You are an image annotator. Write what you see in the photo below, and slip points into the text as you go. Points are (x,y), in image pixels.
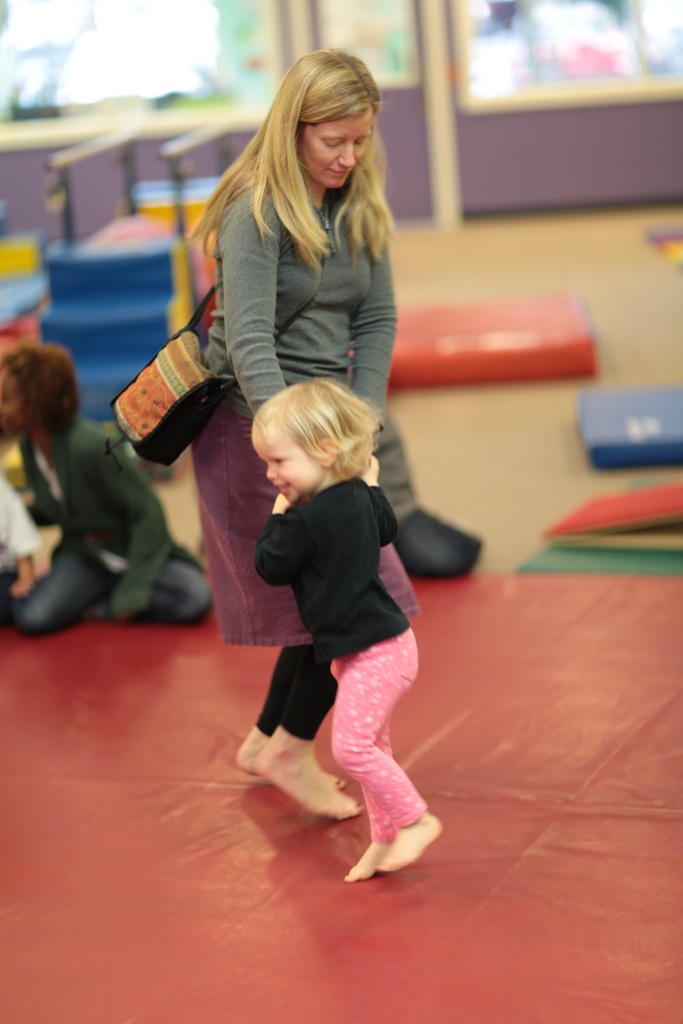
In this image we can see a lady (257,766) and a girl (364,870). At the bottom of the image (355,921) there is a red color surface (360,952). In the background of the image (118,547) there are people (69,352) sitting on the floor (180,511). There are mats (478,301). There is a wall (589,164).
